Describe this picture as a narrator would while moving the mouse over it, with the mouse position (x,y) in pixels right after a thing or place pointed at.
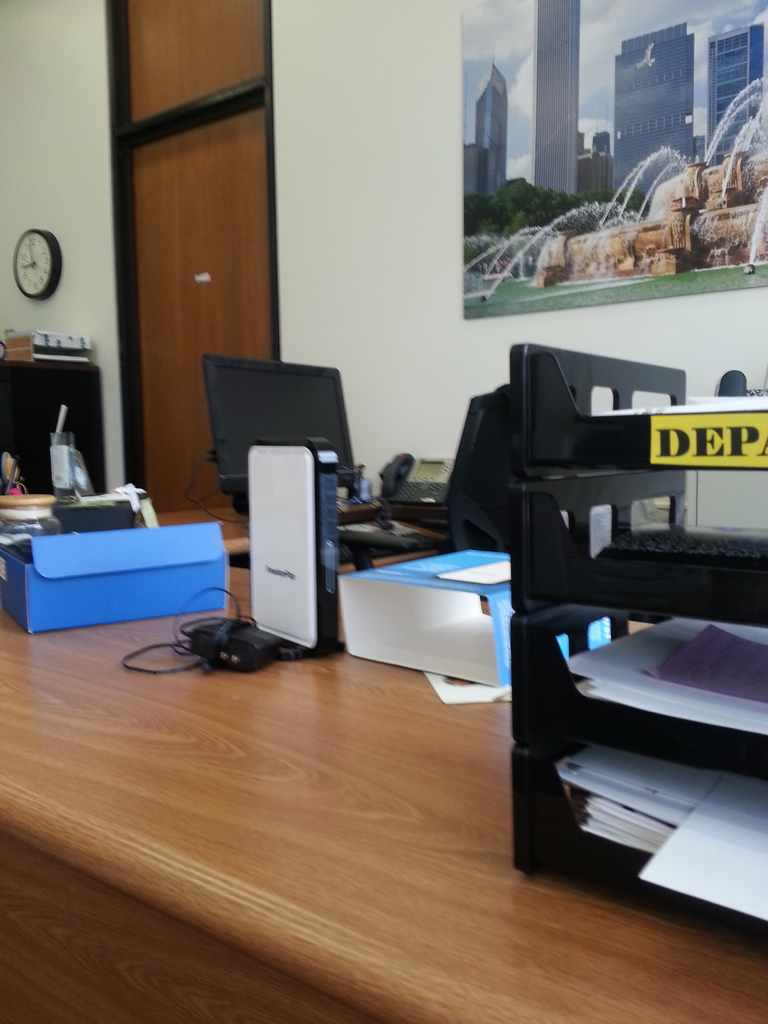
On this table (317,777) there is a monitor (281,387), telephone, rack (678,725) with papers (689,704), device (336,626), box (86,550) and things (1,536). A clock (23,274) and picture (529,191) on wall (395,166). In this picture there are buildings (489,184) and water fountain (621,249). This is door (200,217).
